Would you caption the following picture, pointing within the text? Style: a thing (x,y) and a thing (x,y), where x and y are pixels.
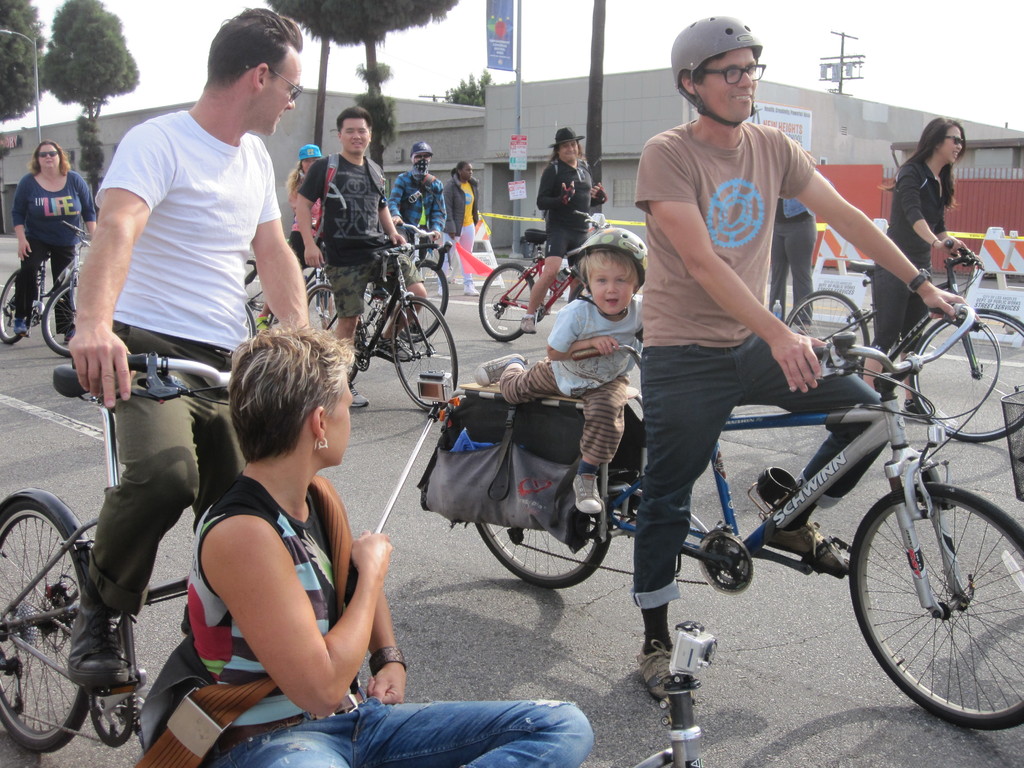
people (643,322) are riding bicycles (1021,461) on the road (370,428). the person (659,568) at the front (676,162) is wearing helmet (706,54). behind them there is building (399,122) and trees (81,52).
